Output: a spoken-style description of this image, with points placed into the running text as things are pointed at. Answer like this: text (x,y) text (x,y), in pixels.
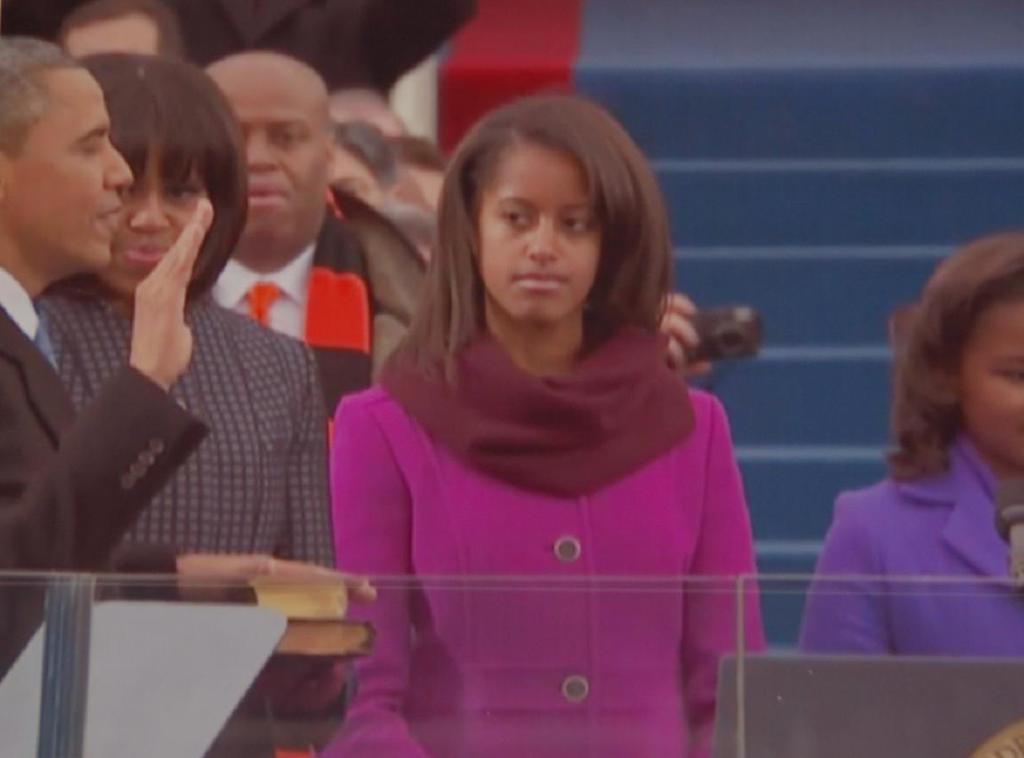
In the image I can see people (294,342) are standing. In the background (764,394) I can see steps (787,287) and other objects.
